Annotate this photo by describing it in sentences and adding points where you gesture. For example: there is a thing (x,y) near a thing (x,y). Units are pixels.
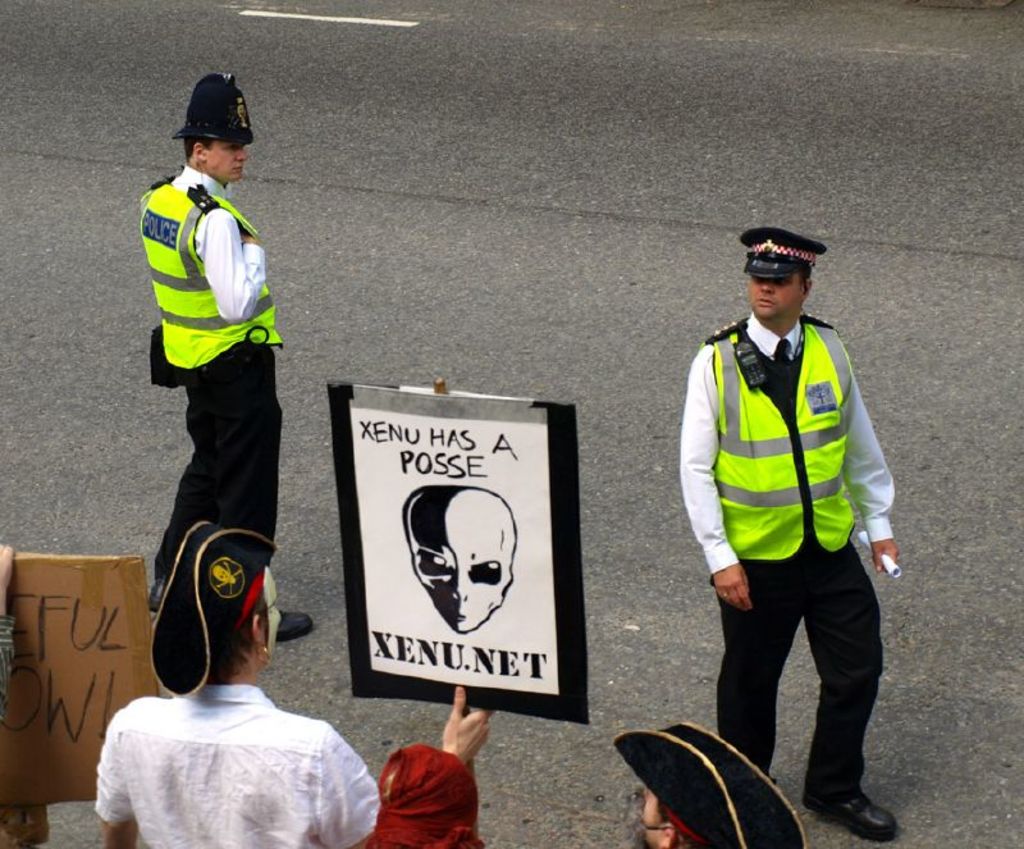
In this image i can see a few people (424,754) and some of them are holding an object (519,423) and written text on it, i can see the road (411,60).
